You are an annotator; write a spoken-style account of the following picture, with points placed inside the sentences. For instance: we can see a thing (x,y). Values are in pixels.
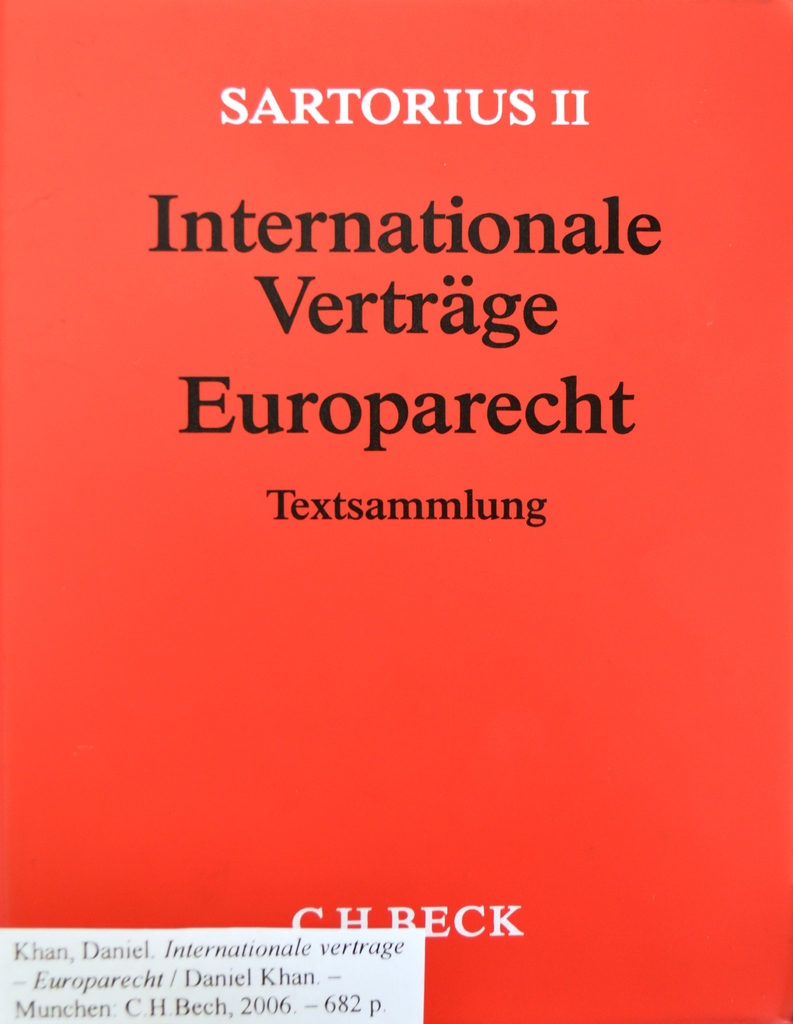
In this image I can see, it is the top cover page (347,398) of a book (642,759) and there is the text (389,301) in black color on it.
